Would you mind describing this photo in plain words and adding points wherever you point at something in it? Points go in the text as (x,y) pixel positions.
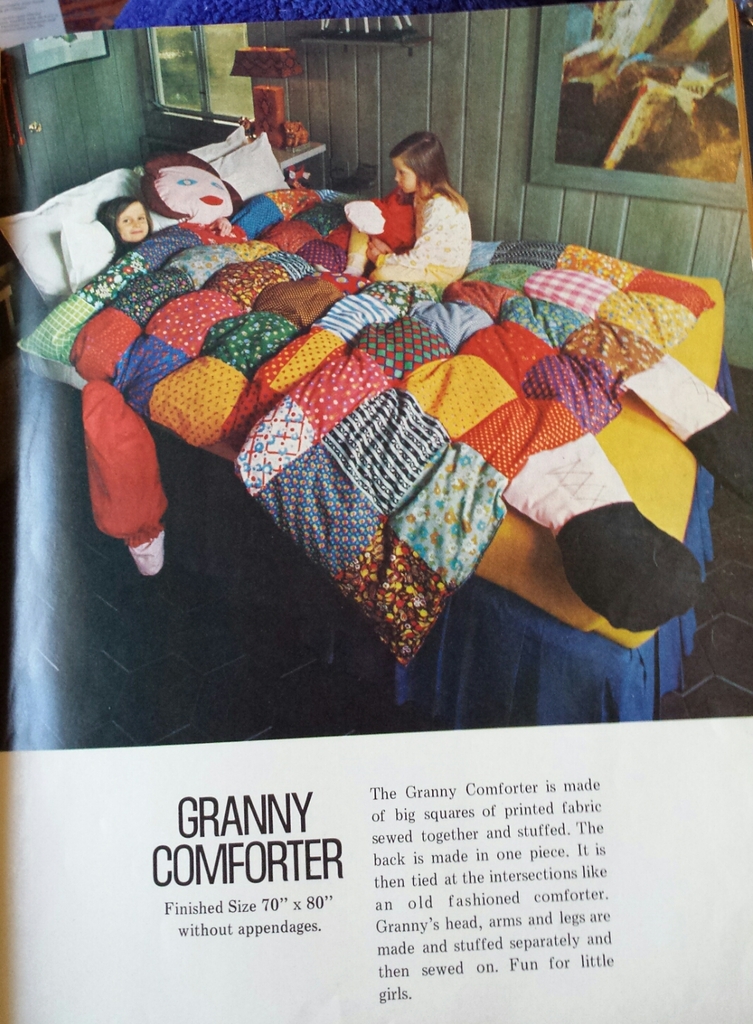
In this image we can see a picture of two children (421,201). One girl (141,237) lying on the bed (226,333) and a doll (391,426) is placed on the bed (547,560). In the background (638,138), we can see photo frames (601,117) on the wall (510,126), a lamp (277,90) placed on the table (306,150) and window (244,87). At the bottom of the image (194,898) we can see some text (527,867).
